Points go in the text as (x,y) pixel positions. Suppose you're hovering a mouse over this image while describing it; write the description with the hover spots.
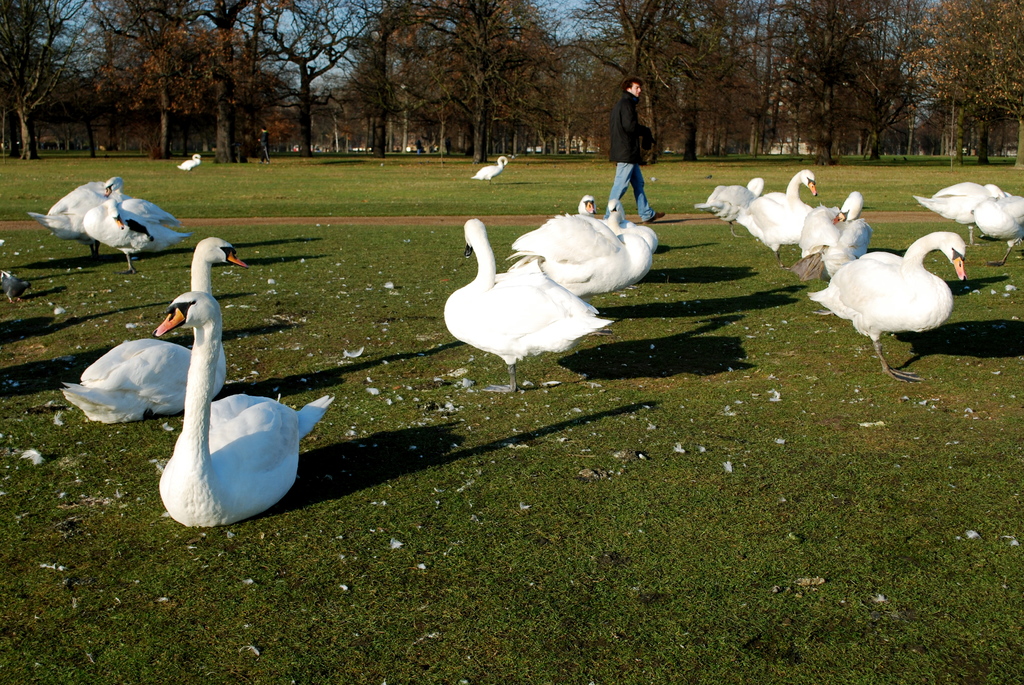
In this picture we can see some white swans (566,254) standing and some swans (202,403) are sitting on the grass (248,538). Behind the white swans (253,516) there is a man (628,155) in the black jacket (615,158) is walking on the dirt path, trees (719,138) and a sky (305,47).
